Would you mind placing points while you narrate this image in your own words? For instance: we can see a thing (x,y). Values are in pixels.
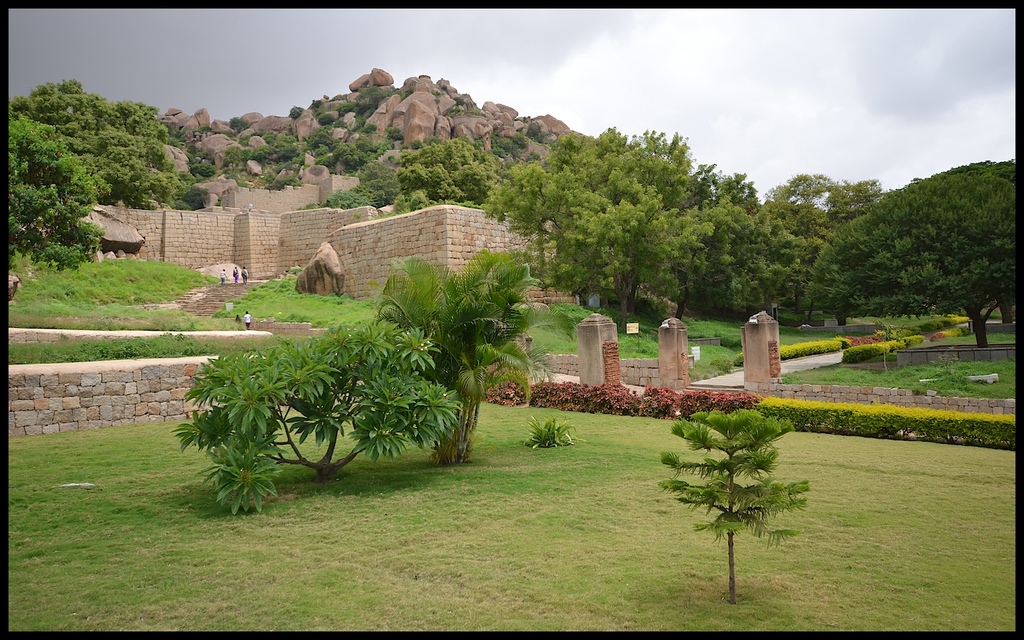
In this image I can see a grass garden (259,625) in the front (446,488) and I can also see number of trees (490,377) and number of plants (805,348). In the background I can see few people (241,272) are standing. I can also see clouds (717,62) and the sky (694,69) in the background (798,89).
